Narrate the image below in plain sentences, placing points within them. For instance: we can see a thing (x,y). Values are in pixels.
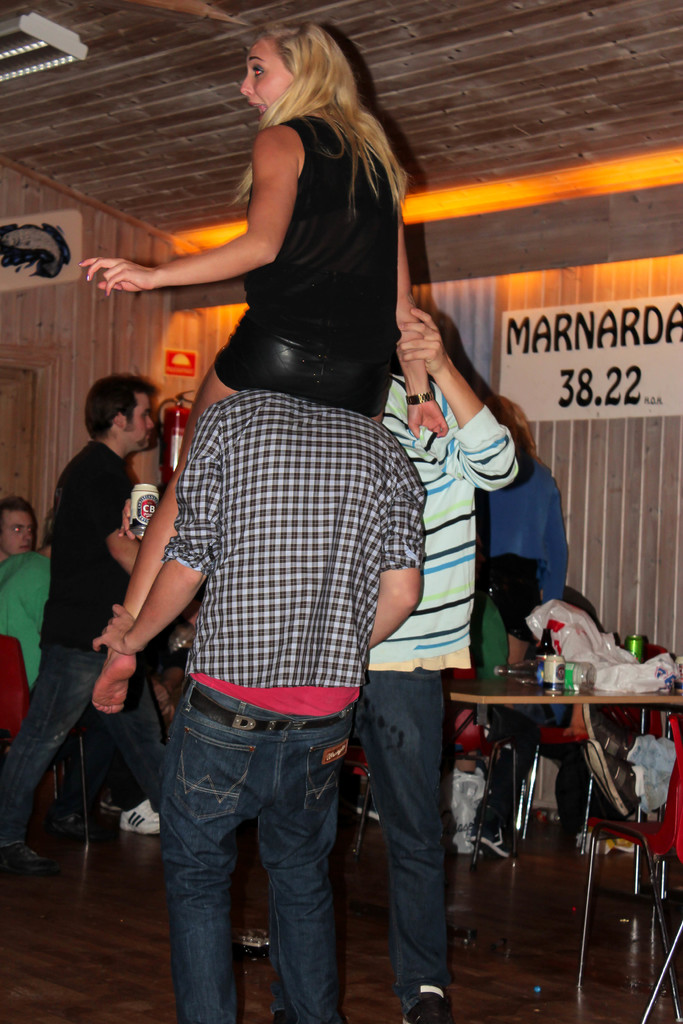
Here we can see few persons (208,687). There chairs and a table (520,694) on the floor (527,933). On the table (576,702) there are bottles (531,669), glass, tin (549,681), and a plastic cover (644,667). In the background (531,403) we can see wall (642,569), boards (8,242), and lights (18,27). There is a fire extinguisher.
